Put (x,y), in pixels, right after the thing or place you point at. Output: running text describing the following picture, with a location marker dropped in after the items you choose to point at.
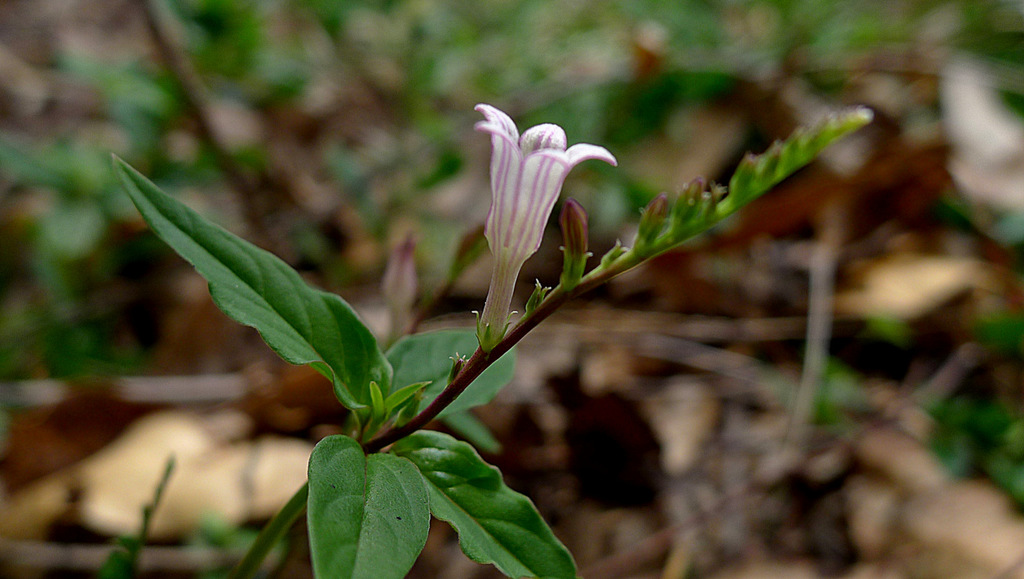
In this image I can see a flower (503,224) which is cream and pink in color to a plant (431,435) which is green and brown in color. I can see the blurry background (479,16) which is green, brown and cream in color.
